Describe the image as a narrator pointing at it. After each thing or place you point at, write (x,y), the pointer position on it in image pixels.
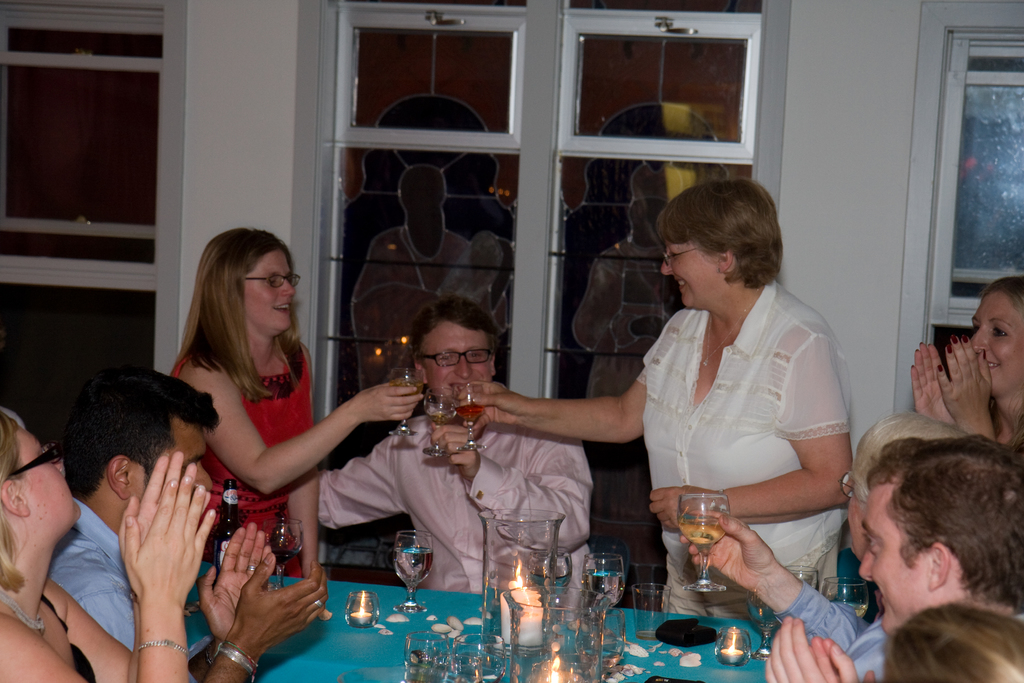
In this image there are group of peoples (731,501) in the right side (931,548) there are four persons (943,437) one, two, three, four. Woman (973,376) in the right side (990,367) is clapping and a woman (748,390) wearing a white colour shirt (739,388) is smiling looking at another woman (393,405) and is holding a glass (479,416). The man (514,473) sitting in the middle (436,441) is holding a glass (436,425) and is having a smile on his face (453,379). On the left side (123,552) there are three persons (234,411) one, two, three, woman (255,517) wearing a red colour cloth (272,396) is smiling and holding a glass (402,392). On the table (359,645) there are jar (508,567) and glass of water (411,584). In the background (265,64) there is a wall (253,100).
